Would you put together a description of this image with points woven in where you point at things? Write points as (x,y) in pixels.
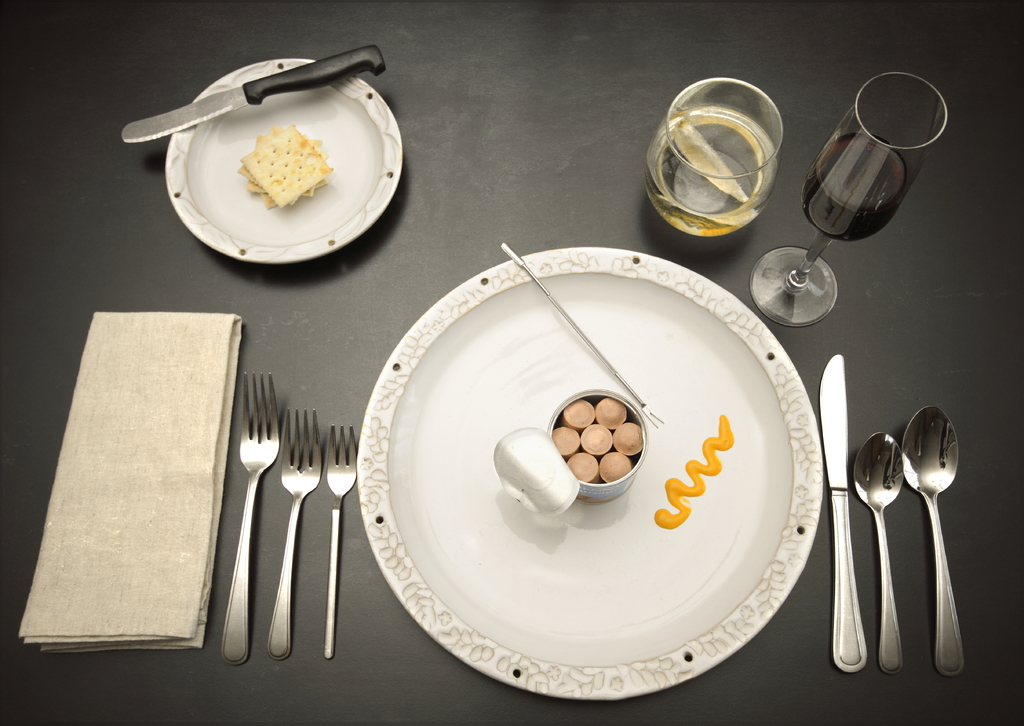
In the image there are two plates (441,329) and there are some food items (273,140) on those plates (455,456), around the first plate (482,523) there are forks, knife (845,539), spoons (876,508), glasses (675,176) and a napkin (128,361).
